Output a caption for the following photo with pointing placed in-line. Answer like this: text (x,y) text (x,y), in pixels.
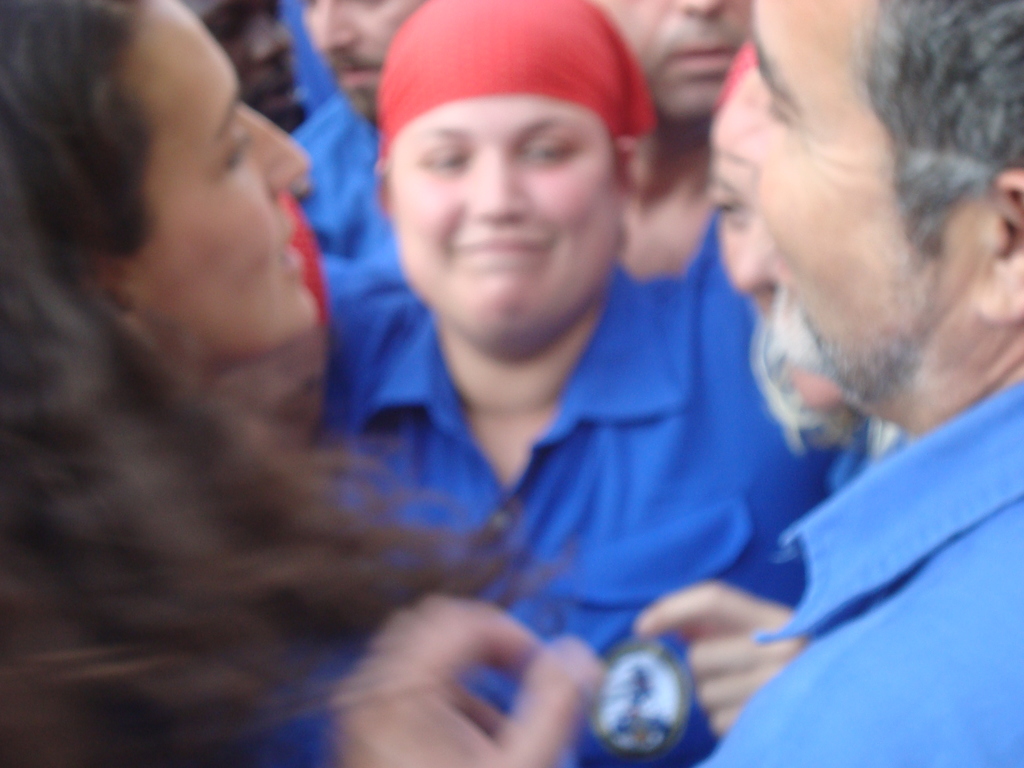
In this image we can see many people (511,333). There is a person (541,279) wearing cap (461,82).
